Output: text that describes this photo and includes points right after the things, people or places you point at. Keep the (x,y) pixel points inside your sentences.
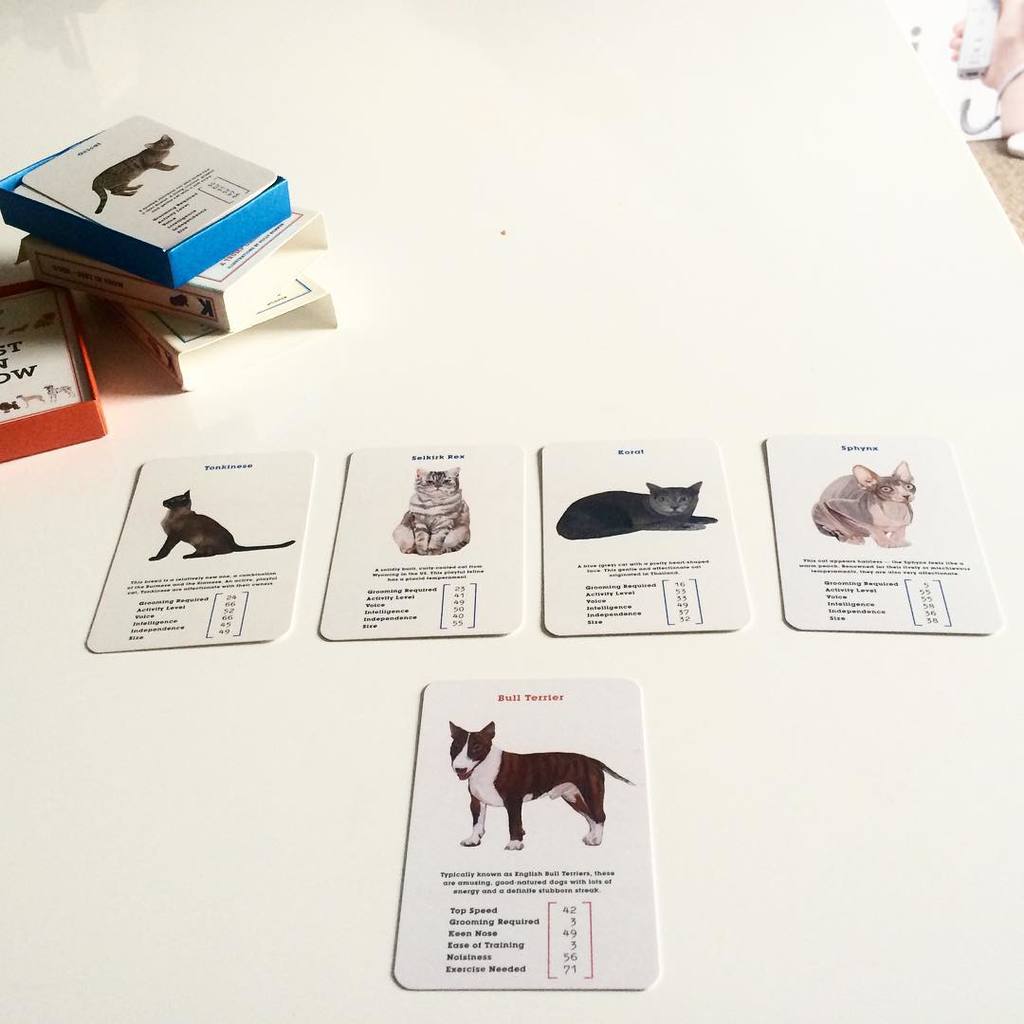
In this picture we can see there are cards (556,739) and boxes (216,280) on a white object (150,804). On the cards (189,555) there are images (547,753) of animals (547,753) and it is written something on it. At the top right corner of the image (1019,129), it looks like a person's hand (1004,49).
